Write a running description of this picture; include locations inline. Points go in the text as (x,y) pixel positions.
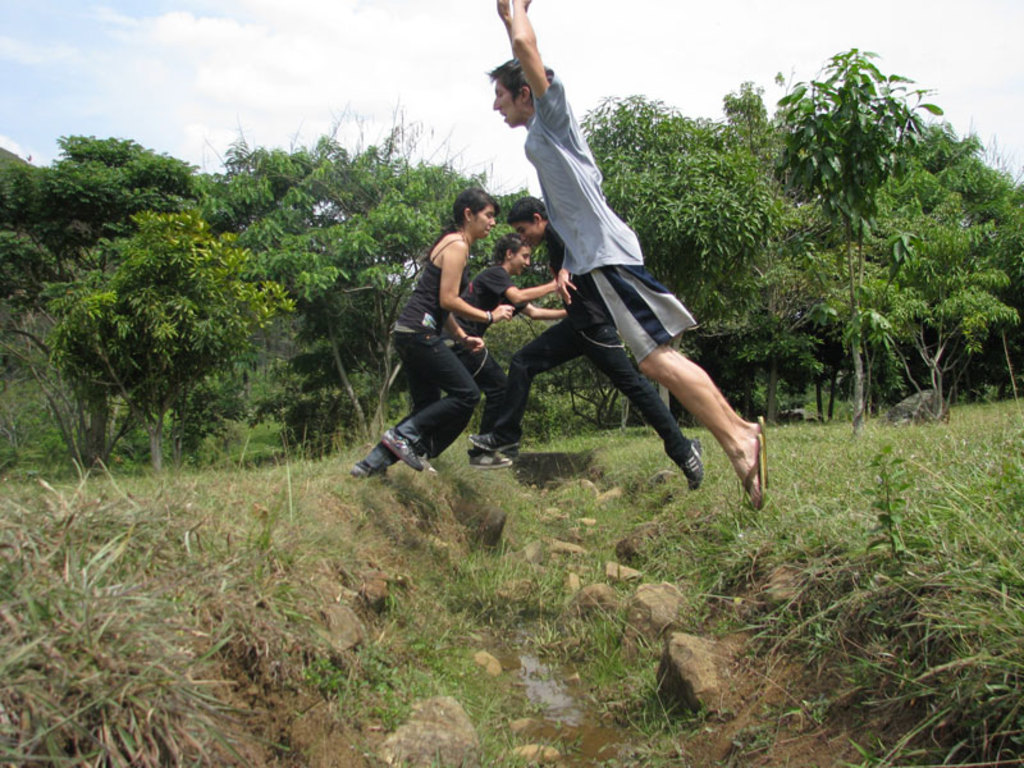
In this image, we can see some trees (945,174), plants (571,402) and grass (731,581). There are four persons (427,275) in the middle of the image (442,261) wearing clothes (405,348). There are clouds (424,72) in the sky (741,43).
